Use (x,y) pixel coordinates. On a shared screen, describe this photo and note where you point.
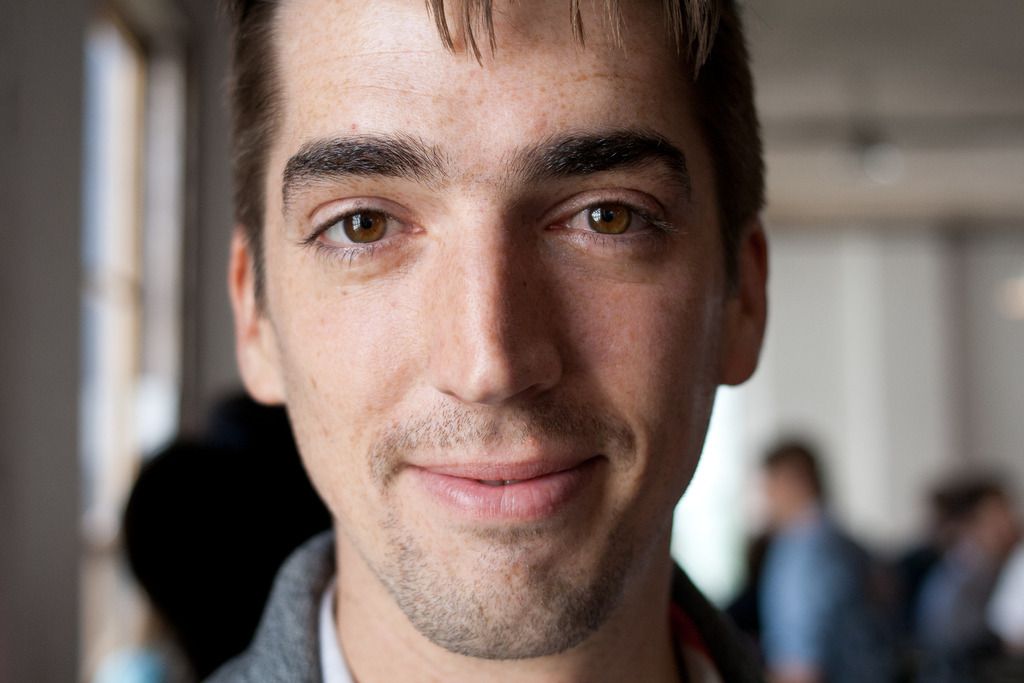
In the picture we can see a man face (234,263) with a smile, behind him we can see some people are standing near the wall (69,641) and beside it we can see a window (112,97).
